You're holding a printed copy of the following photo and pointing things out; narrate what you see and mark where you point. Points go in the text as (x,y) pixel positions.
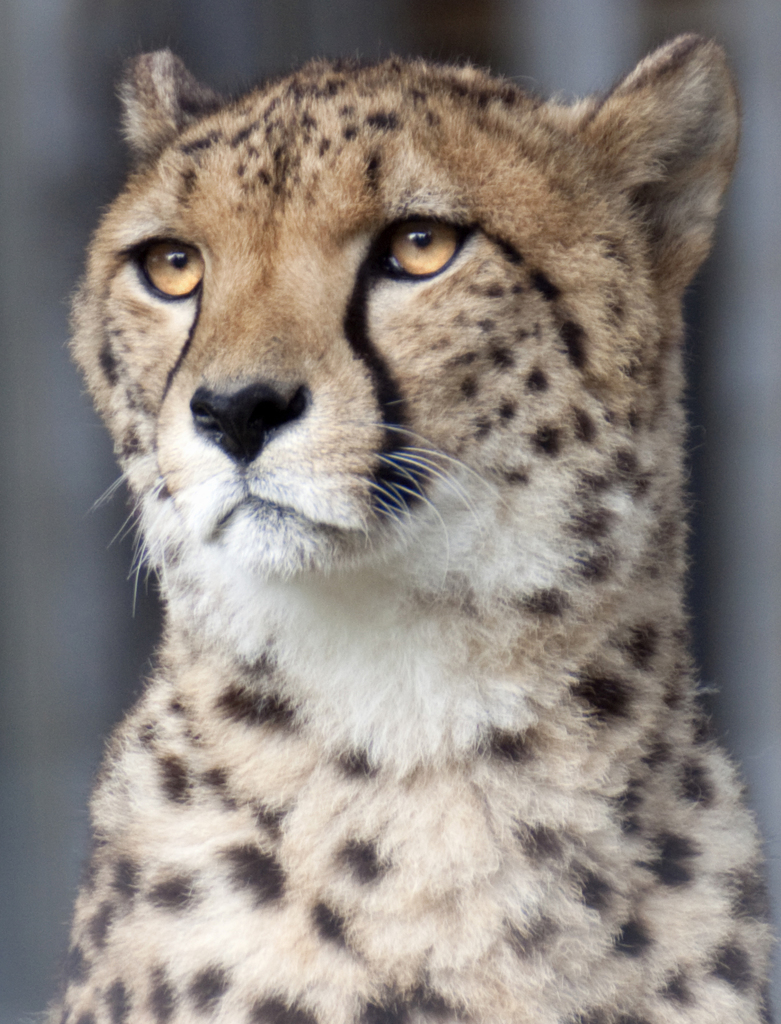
In this image I can see a cheetah (343,679) in the front (189,740). I can see colour of this cheetah (246,377) is white, cream and black. I can also see this image is blurry in the background (62,471).
